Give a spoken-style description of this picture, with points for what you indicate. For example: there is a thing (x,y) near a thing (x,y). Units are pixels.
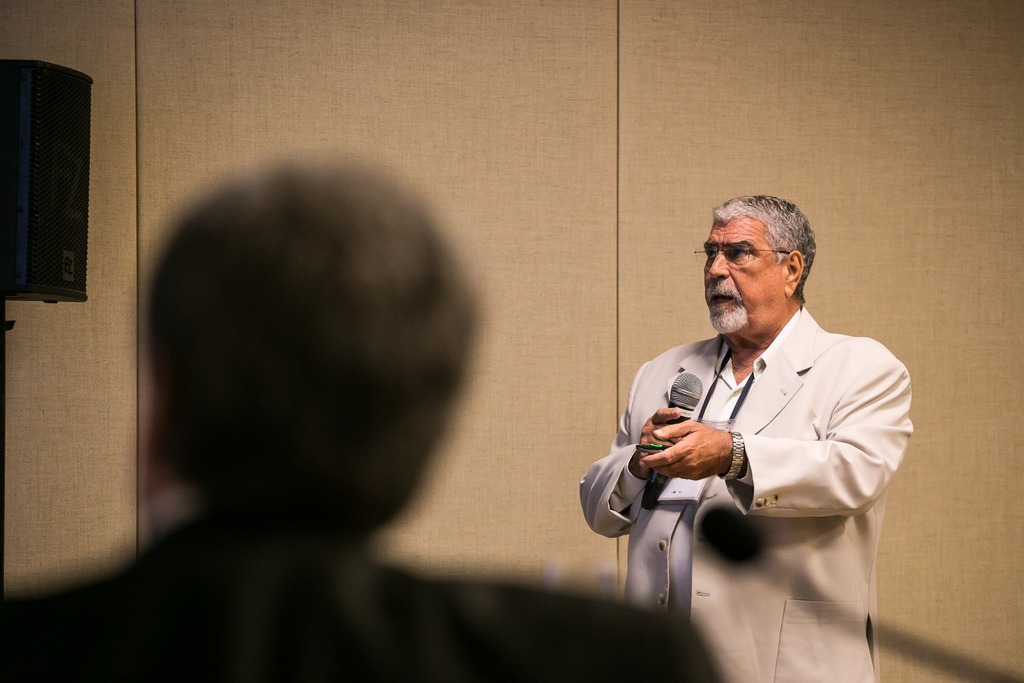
In this picture we can see a man (826,482) standing and talking on the mike (696,387). He has spectacles (735,261). On the background (646,212) there is a wall (565,199).
